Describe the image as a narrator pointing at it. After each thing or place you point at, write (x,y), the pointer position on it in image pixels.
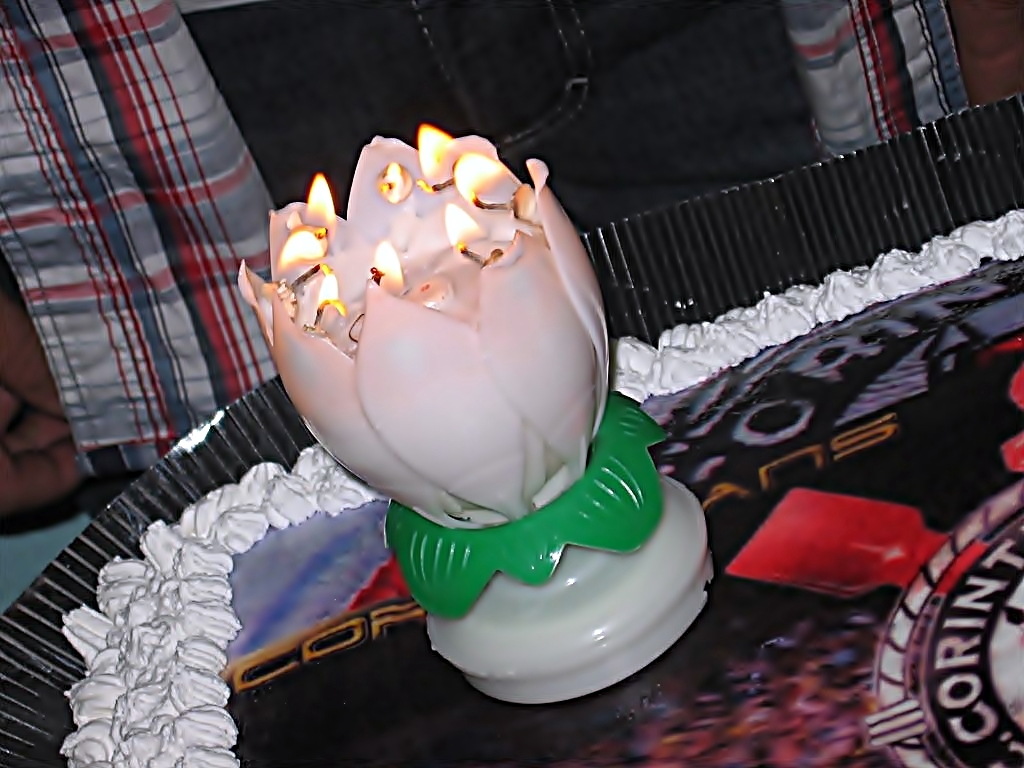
In the middle of this image (604,478), there is a white color device (498,301) having flame lights (315,184) arranged on the surface (373,650) of a cake (336,593). In the background (345,26), there is a person (128,78).
